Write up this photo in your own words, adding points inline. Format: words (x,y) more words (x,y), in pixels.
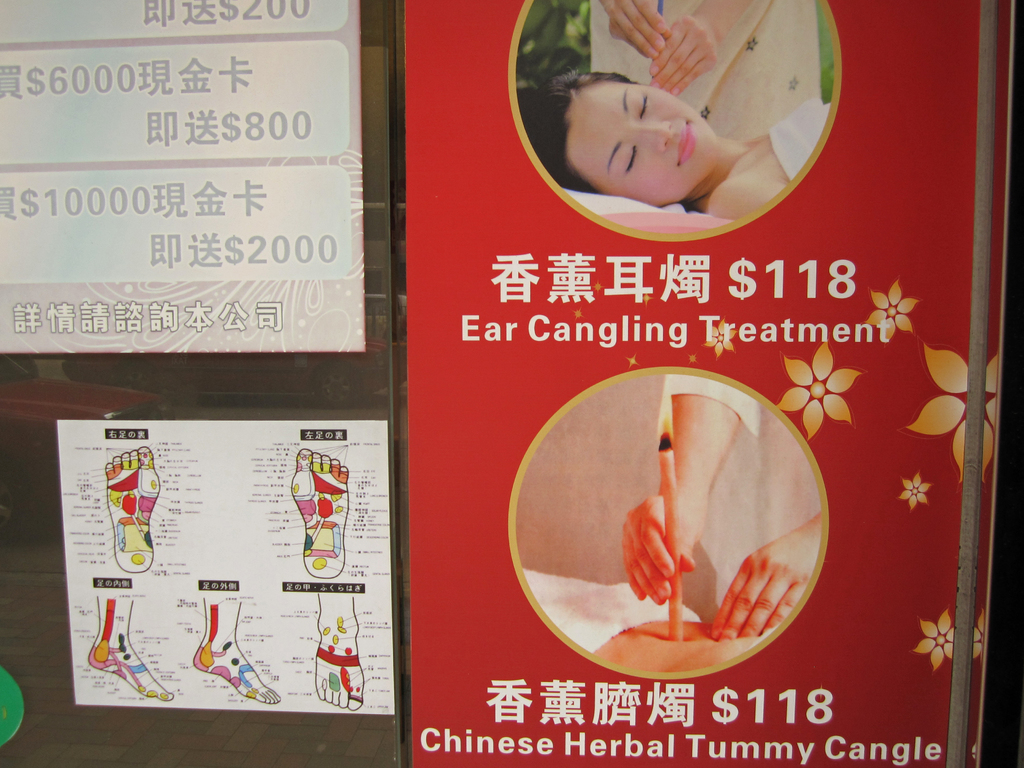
In this image we can see few posters (611,349) on the glass (194,401). We can see few persons (685,199) and some text (624,329) on the poster (659,501) at the right side of the image (685,704). There is an object (68,408) behind a glass (50,404) in the image.
